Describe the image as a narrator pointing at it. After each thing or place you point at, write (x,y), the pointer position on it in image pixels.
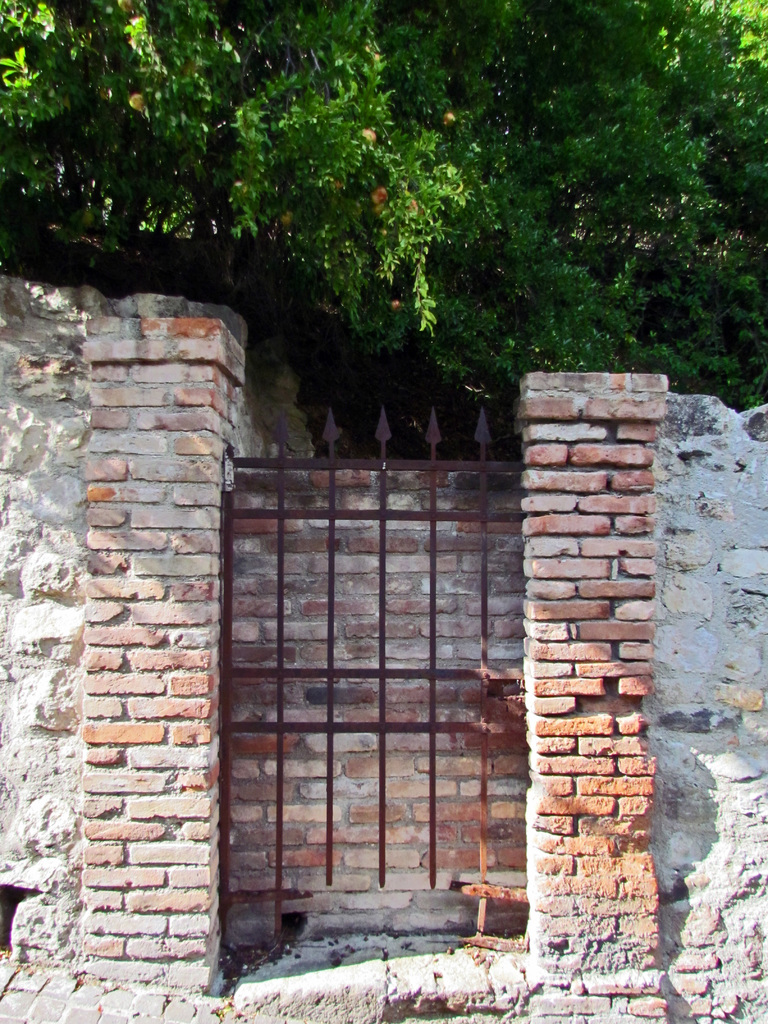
Here, we can see two brick pillars (94,805) and there is a gate (280,513), at the top (453,163) we can see some green color trees (326,334).
